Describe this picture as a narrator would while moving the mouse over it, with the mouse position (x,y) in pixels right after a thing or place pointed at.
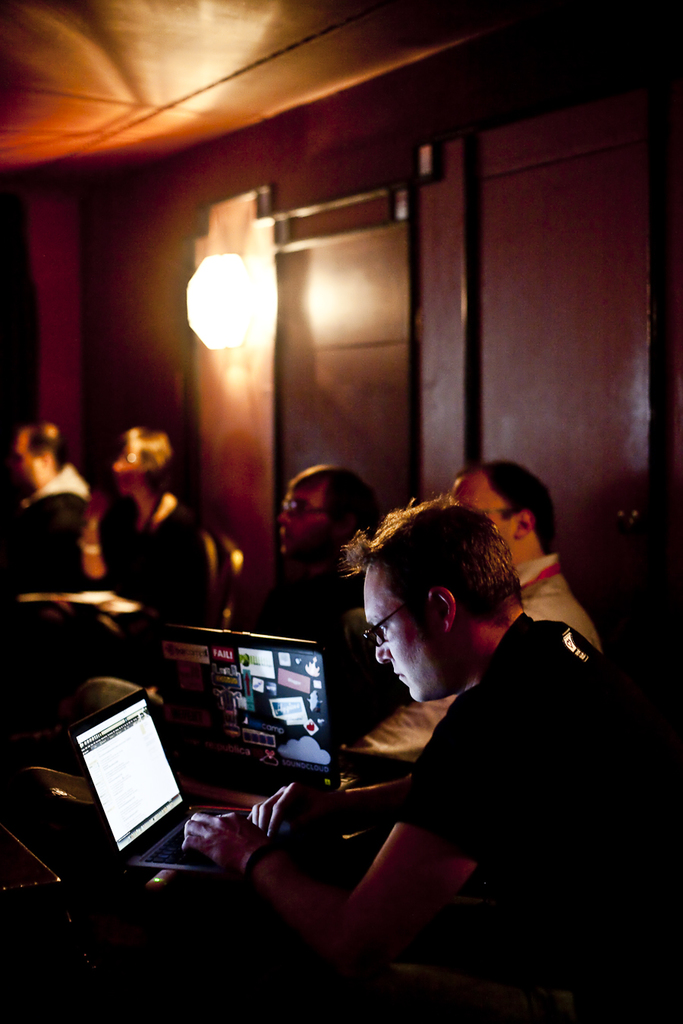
In this image there is a man (448,660) working on the laptop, there are group of people (187,531) sitting, there is a light (197,330), there is a wall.
